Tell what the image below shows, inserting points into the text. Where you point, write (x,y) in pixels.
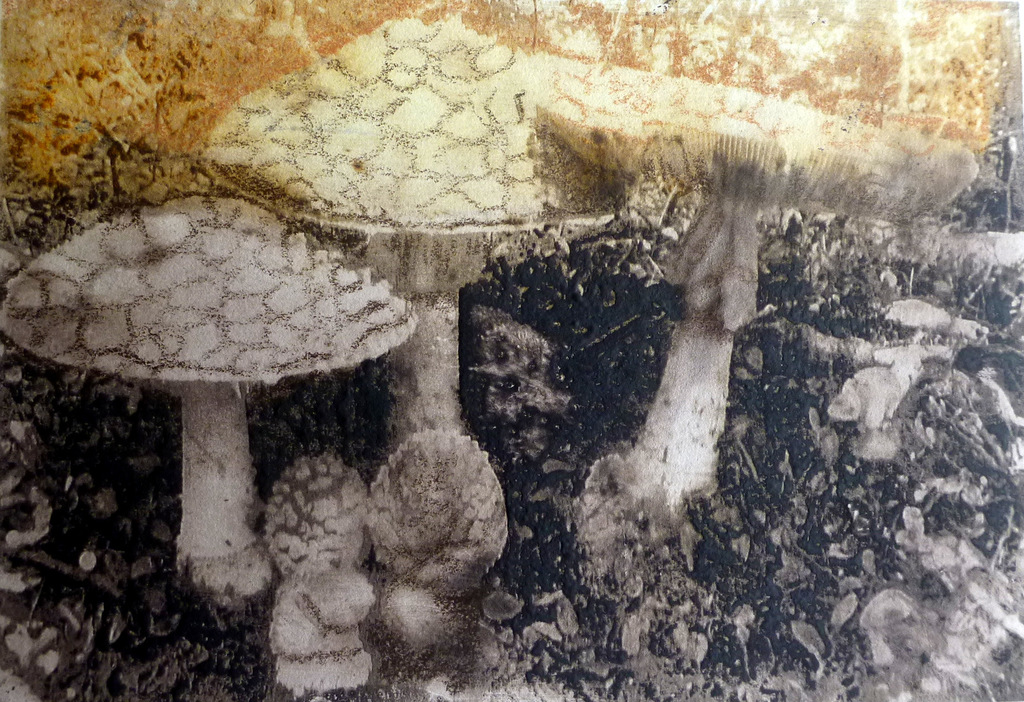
In the foreground of this edited image there are mushrooms (430,391).
